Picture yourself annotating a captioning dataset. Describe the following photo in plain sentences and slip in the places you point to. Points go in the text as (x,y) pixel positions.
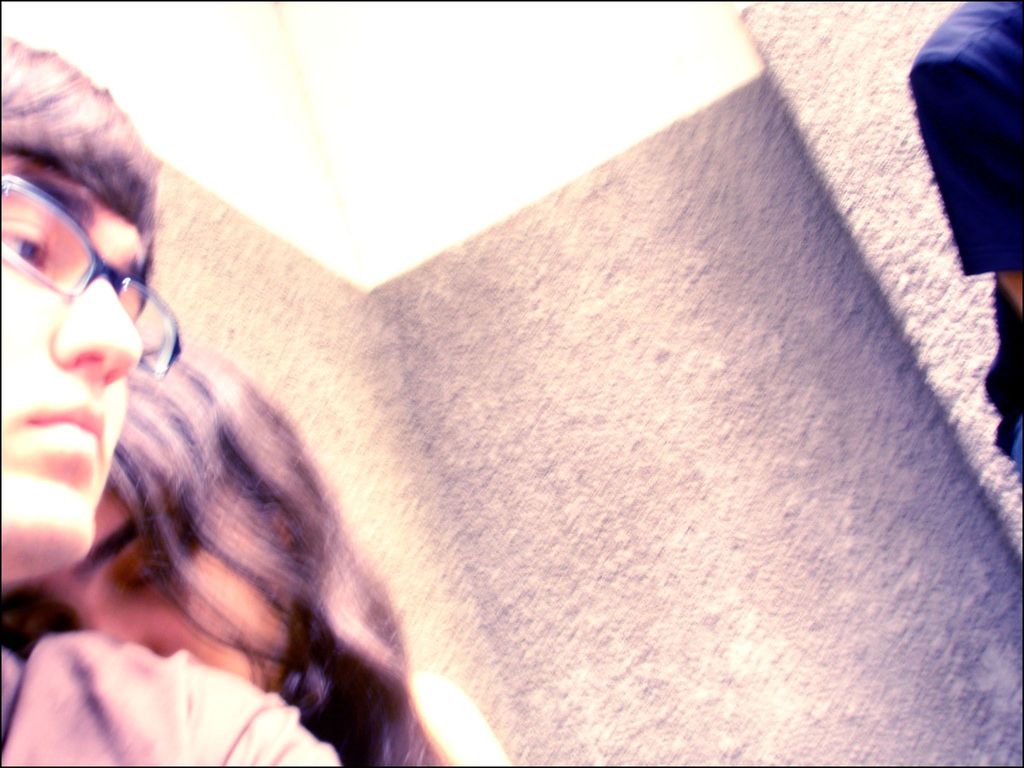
On the left side of the image (208,708) we can see man (57,428) and woman (123,555). On the right side of the image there is person (1022,471). In the background (663,194) there is wall (420,293).
